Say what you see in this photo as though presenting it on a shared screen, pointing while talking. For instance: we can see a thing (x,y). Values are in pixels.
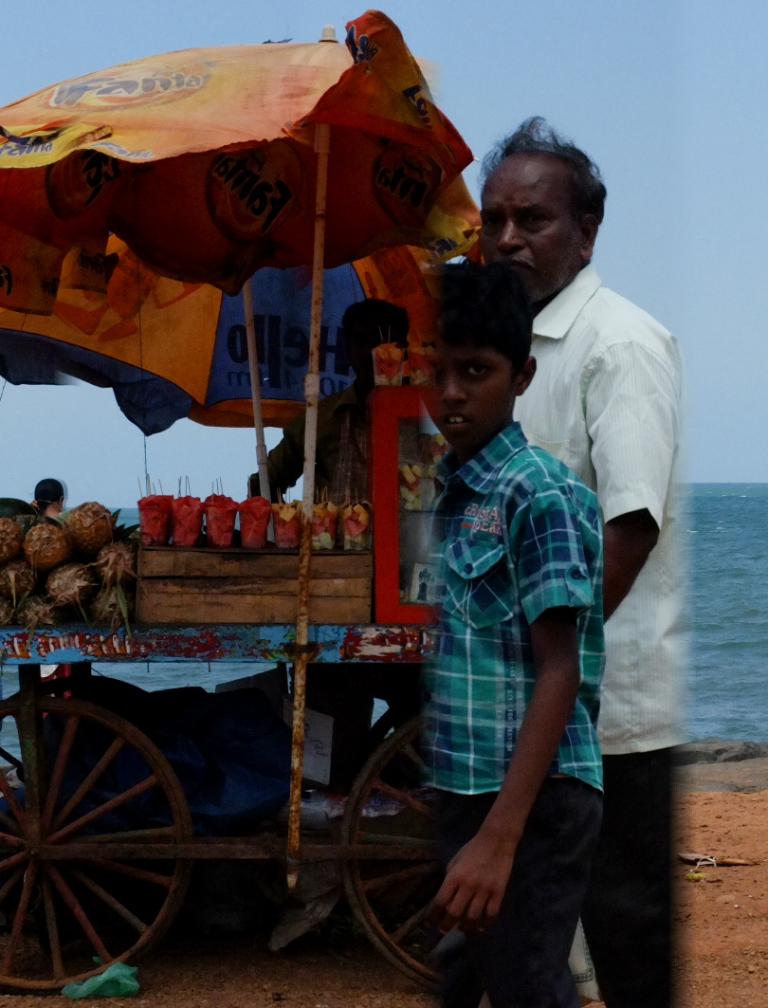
In this image we can see two persons (463,770), cart (389,882), fruits (160,513), umbrellas (298,53), ground (305,979), and other objects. In the background (63,399) we can see water (759,704) and sky (696,373).
